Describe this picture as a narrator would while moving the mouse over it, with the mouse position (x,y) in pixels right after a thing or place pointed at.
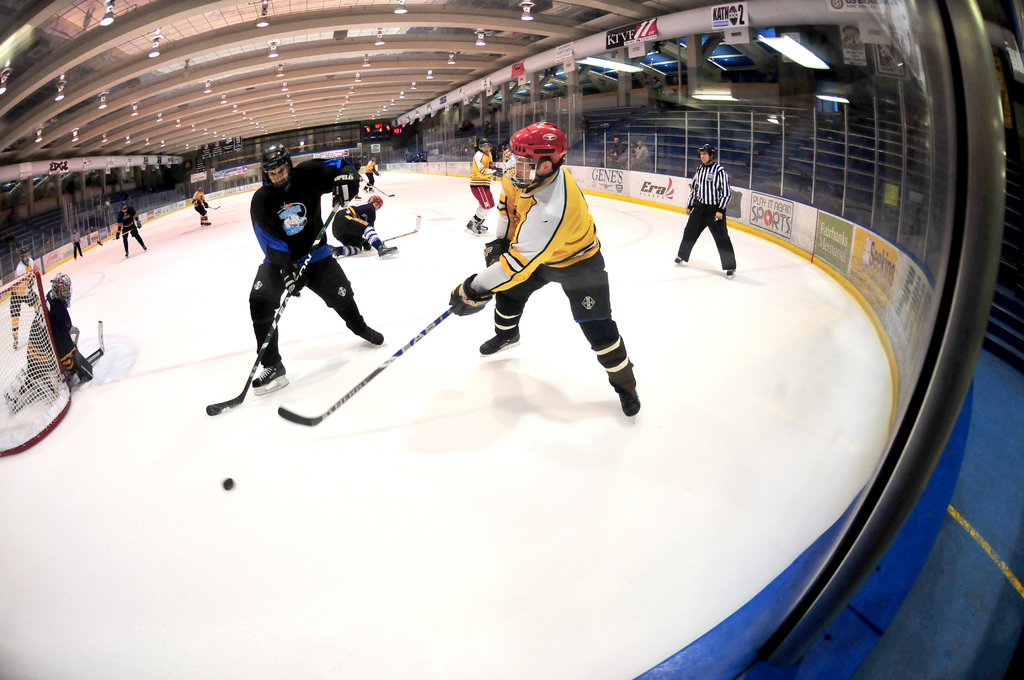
A man (486,304) is standing holding hockey stick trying to hit the puck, here there are other people (287,218) standing, here there is net (28,400), here there is roof (235,76) with the lights (225,94).
